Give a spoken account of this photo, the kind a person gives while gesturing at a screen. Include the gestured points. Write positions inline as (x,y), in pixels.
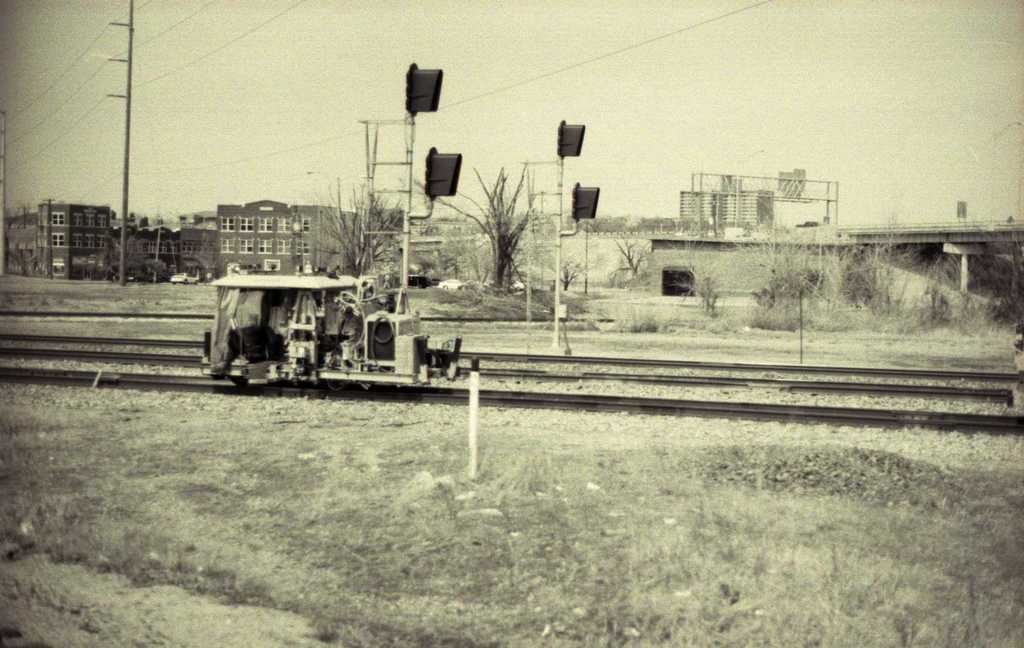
This is a black and white image I can see a railway track (949,391) and signals (435,106) on the track (936,391) with a construction (309,327) and some buildings (173,229) behind the track (994,388) and some electric poles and at the bottom of the image (447,515) I can see the ground (447,515).
